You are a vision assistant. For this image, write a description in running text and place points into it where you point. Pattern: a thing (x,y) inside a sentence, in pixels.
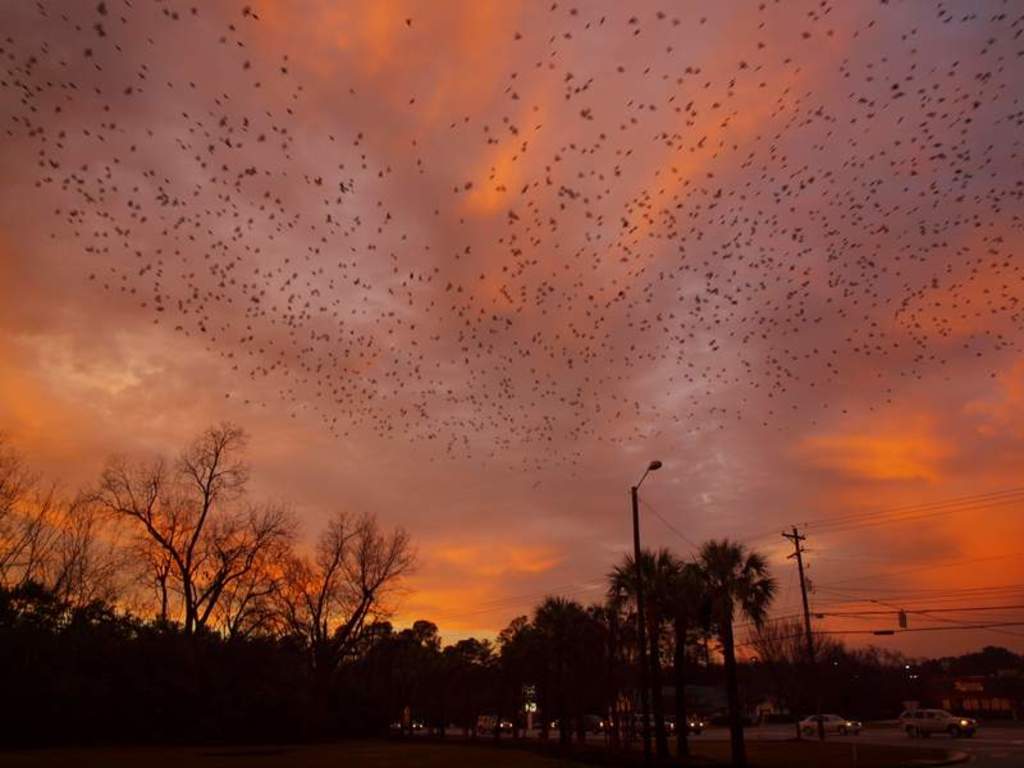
At the bottom of the image (566,618) there are trees (616,690), light poles (801,584). At the top of the image (319,105) there are birds (438,340) in sky (200,247) and clouds (487,447). There are cars (931,726) on the road (456,735).
